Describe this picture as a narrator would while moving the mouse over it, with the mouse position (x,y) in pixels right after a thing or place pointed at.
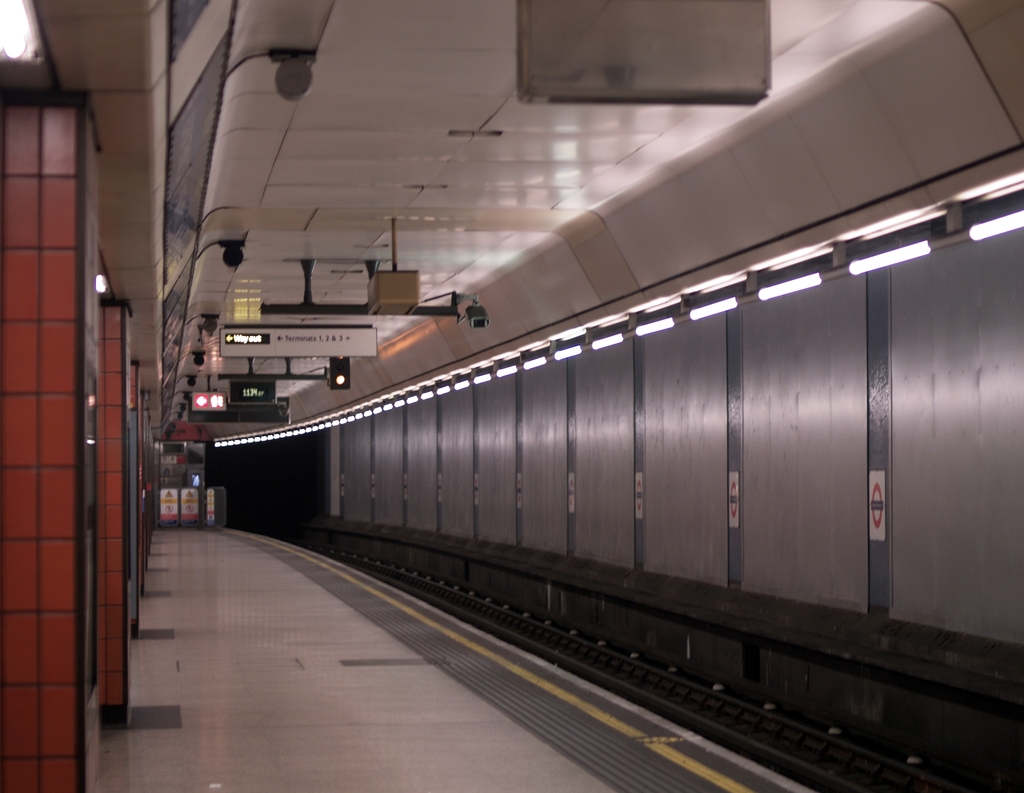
In this picture I can see there is a track (831,740) on to right (878,764) and there are lights (314,431) on to the ceiling (384,372) and there are few boards (260,346) attached to the ceiling (314,291) and there are pillars (128,557) on to left (21,736).
